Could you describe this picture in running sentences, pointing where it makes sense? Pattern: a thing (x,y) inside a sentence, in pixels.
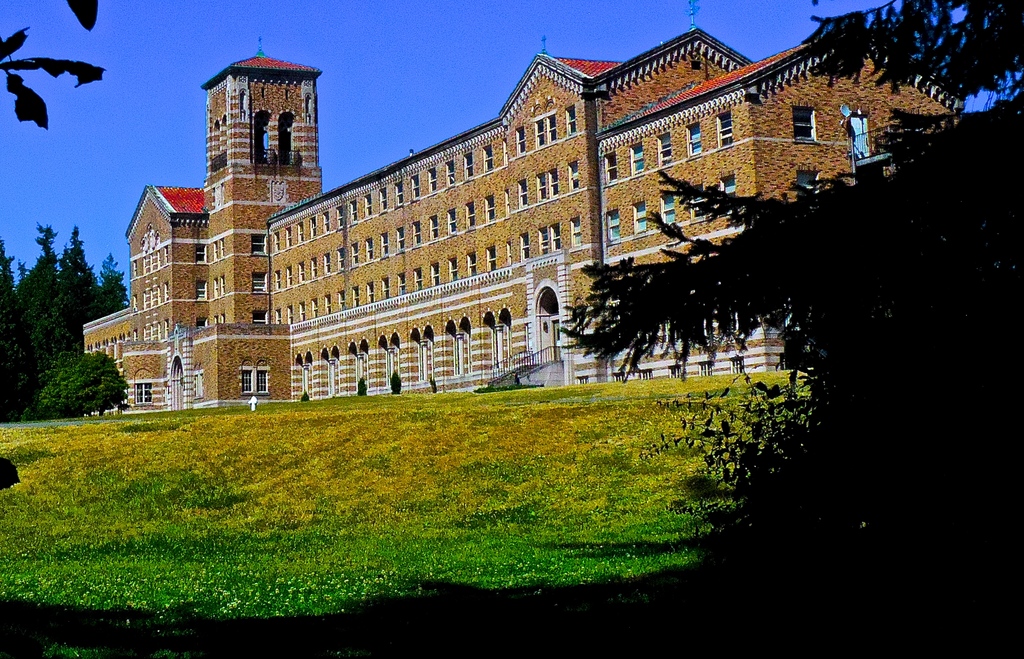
In this image there is a grassland (400,495), on the right side (924,247) there is a tree (926,512), in the background (323,227) there is a building (712,98), trees (79,315) and the sky (350,71).
